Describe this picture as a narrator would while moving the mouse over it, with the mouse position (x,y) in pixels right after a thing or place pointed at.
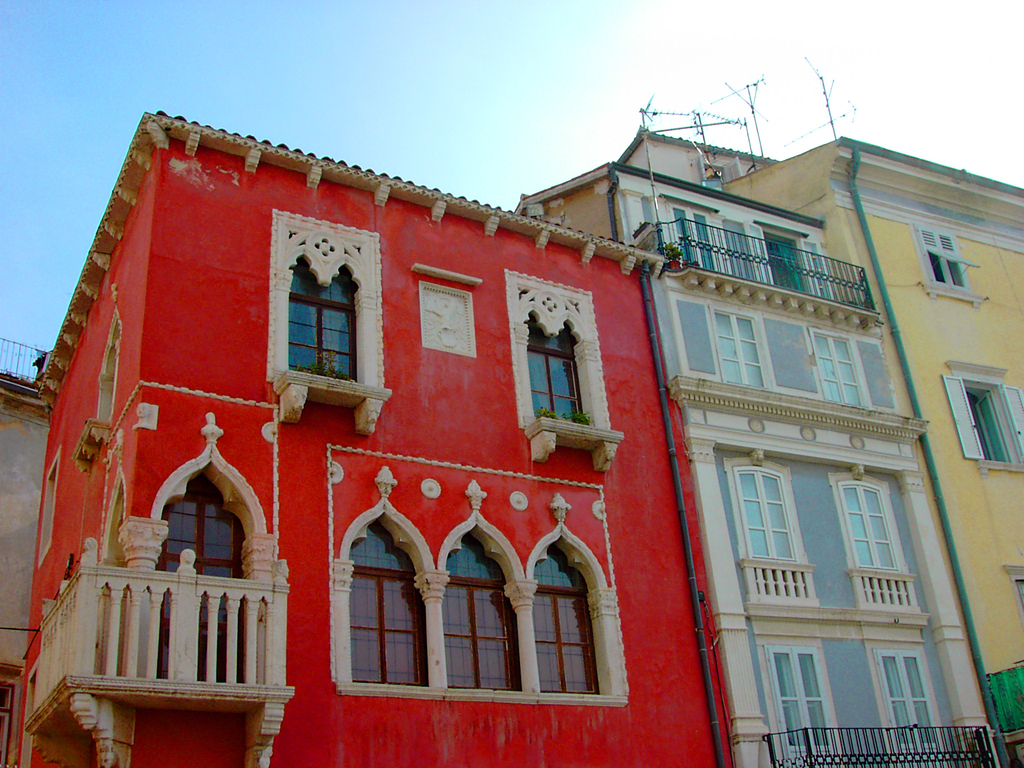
At the top (60,41) we can see a clear blue sky (255,48) and it seems like a sunny day. Here we can see a building (415,559) with windows (466,557). The walls (689,505) are painted with red and yellow paints (952,499).
